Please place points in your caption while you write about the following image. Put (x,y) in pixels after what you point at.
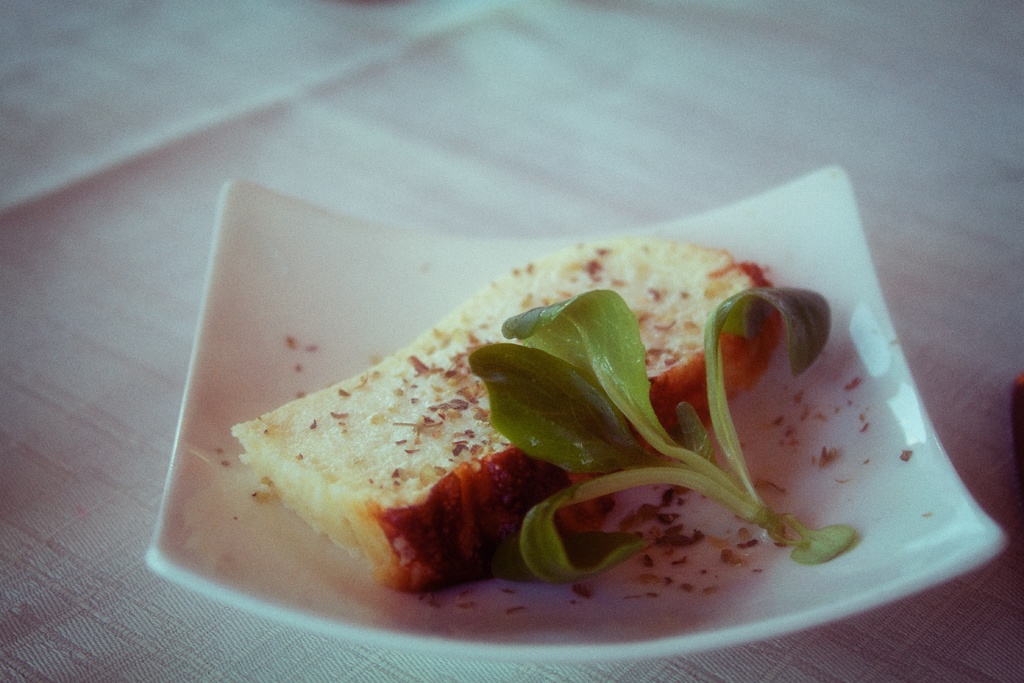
In this image I can see the food (344,449) with plate (271,342). I can see the food (350,469) is in cream, brown and green color. I can see the plate (246,315) is on the white color cloth (201,176).
